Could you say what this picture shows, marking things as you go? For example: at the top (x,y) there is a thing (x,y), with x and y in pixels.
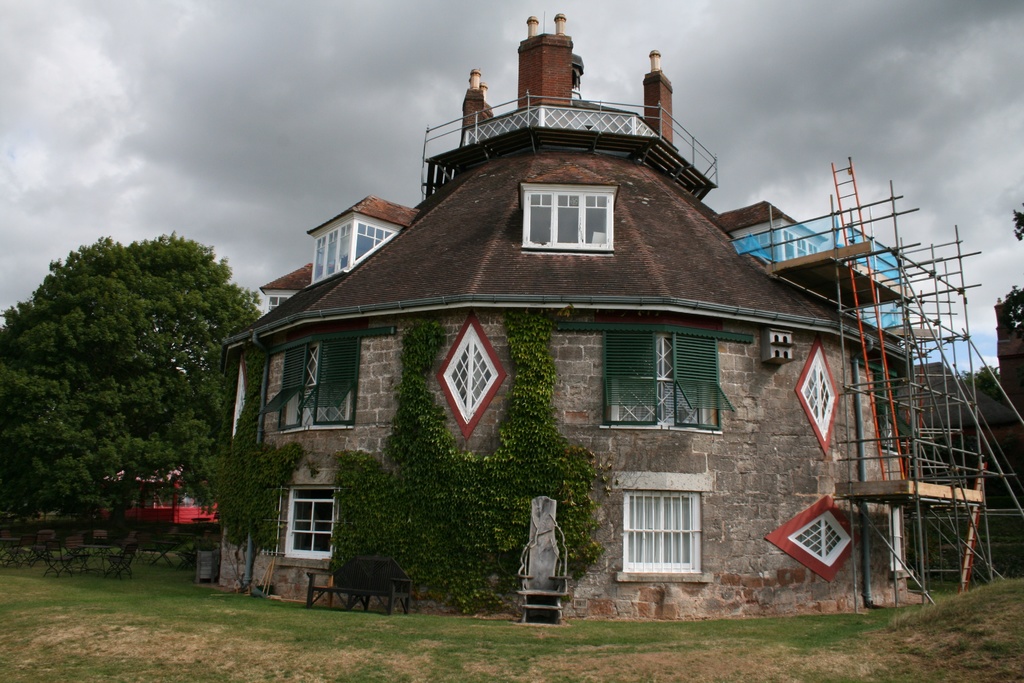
In this image in the center (450,436) there is one building (666,430) and there are some glass windows (292,532). On the right side (922,539) there are some wooden poles (832,219), trees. On the left side (67,404) also there are trees (195,293) and building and chairs (68,562), at the bottom (776,626) there is grass (903,610). At the top of the image (475,57) there is sky (709,115).
